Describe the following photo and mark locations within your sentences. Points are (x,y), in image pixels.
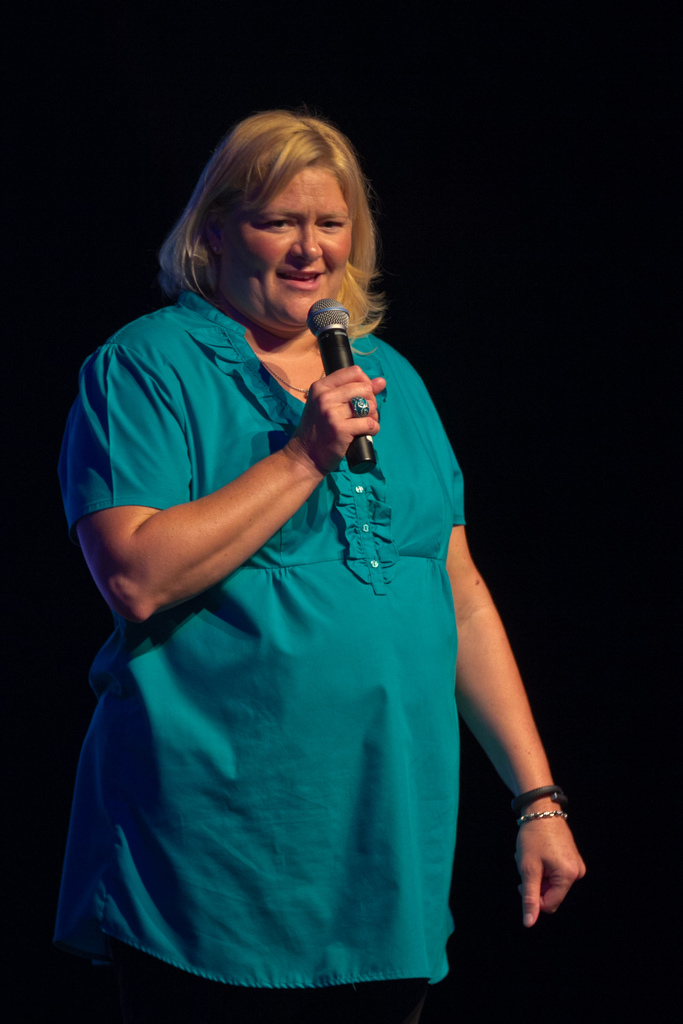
This picture describe about the woman (349,641) wearing a blue color top (349,546) standing and giving the speech in the microphone (325,336).
